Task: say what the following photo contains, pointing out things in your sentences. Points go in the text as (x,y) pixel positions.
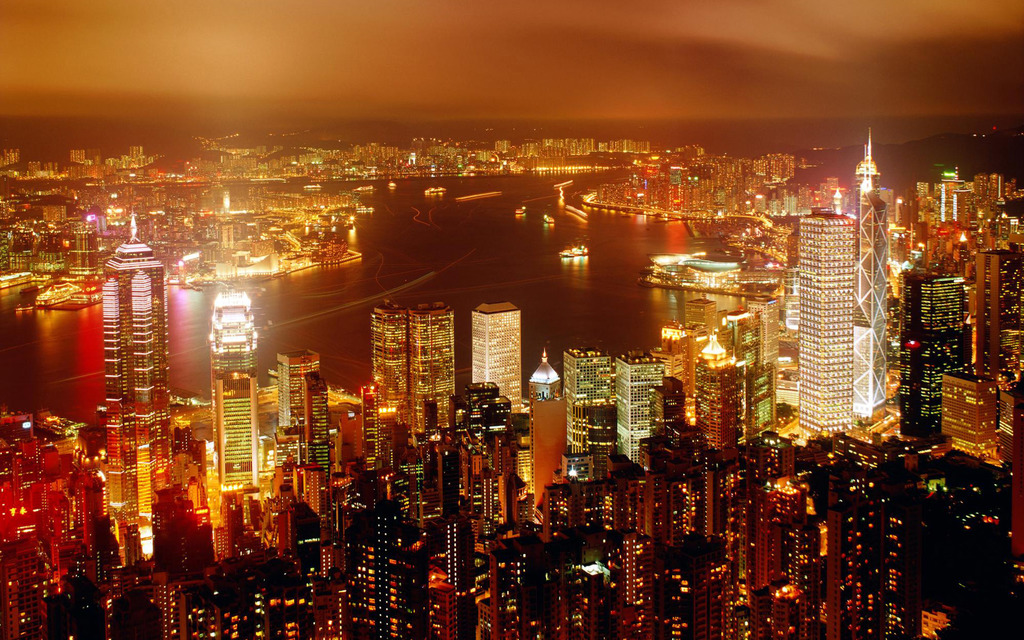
In this image we can see a group of buildings (420,474), towers (446,470), some lights (688,420), a large water body (461,357) and the sky (467,86) which looks cloudy.
